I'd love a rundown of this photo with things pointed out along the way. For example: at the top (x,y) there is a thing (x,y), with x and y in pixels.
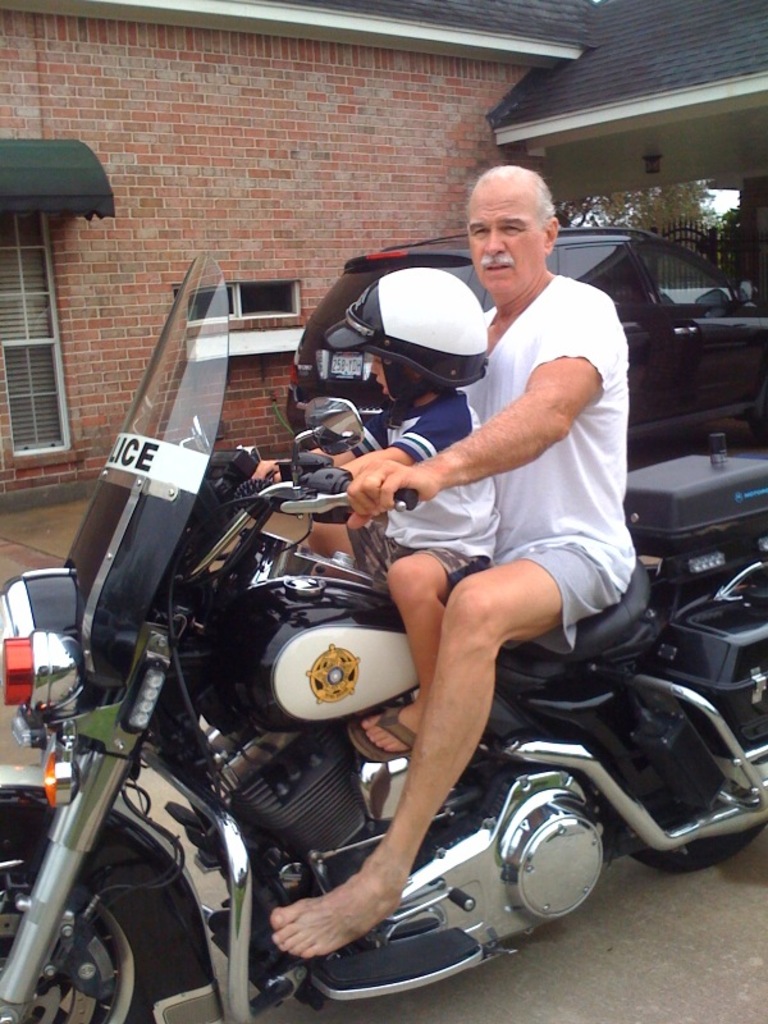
In this picture we have a old man (499,496) and a boy (398,553) riding the bike (364,757). The boy (394,379) is wearing a helmet (422,351). In the background (294,246) there is a brick wall (137,211) and car (655,267).
